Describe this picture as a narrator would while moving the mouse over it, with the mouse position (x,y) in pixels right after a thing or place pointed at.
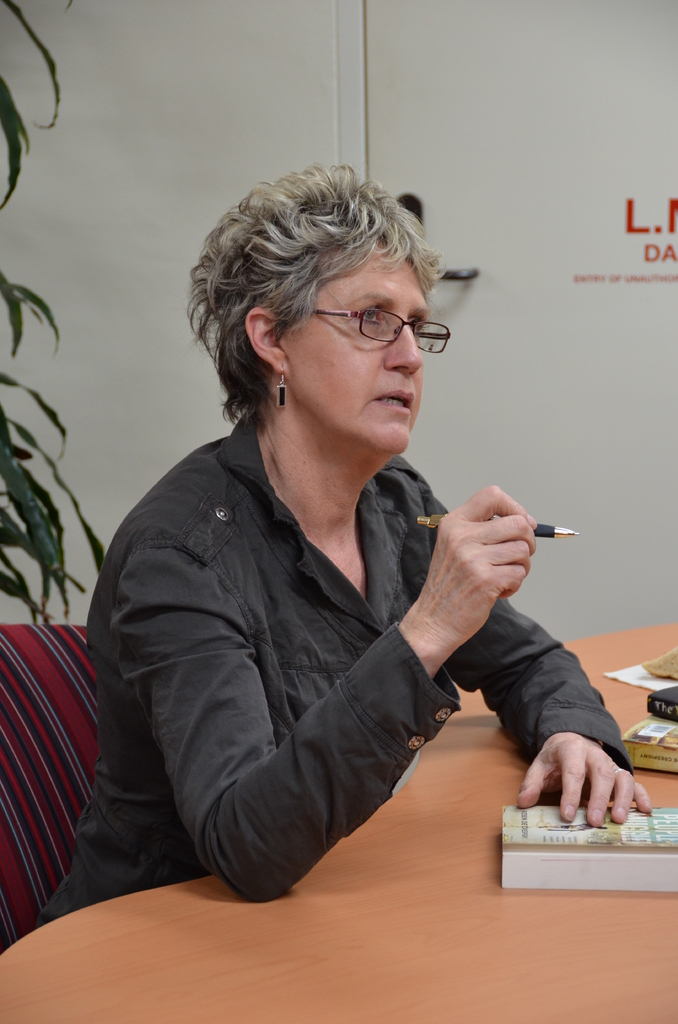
There is a woman (151,824) sitting in a chair (35,824) in front of table (312,901) and there are books (634,848) on a table (448,966).
